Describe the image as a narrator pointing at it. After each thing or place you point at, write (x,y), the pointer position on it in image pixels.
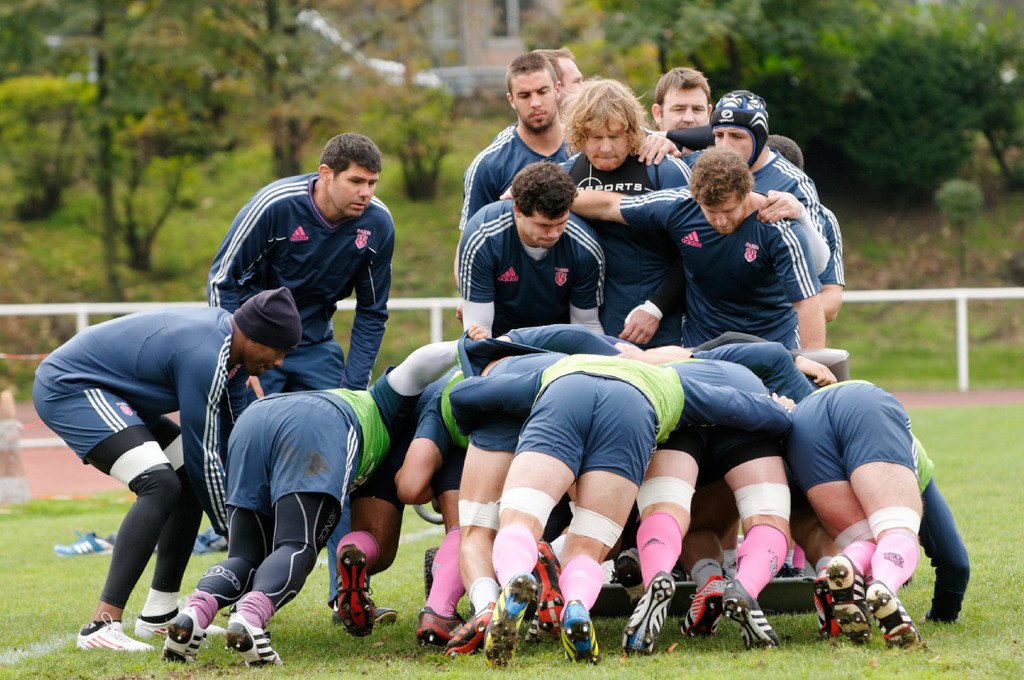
In this picture I can see there are some people (378,303) standing here on the grass (35,625) and there are some trees (268,101) and there are building (515,41).
